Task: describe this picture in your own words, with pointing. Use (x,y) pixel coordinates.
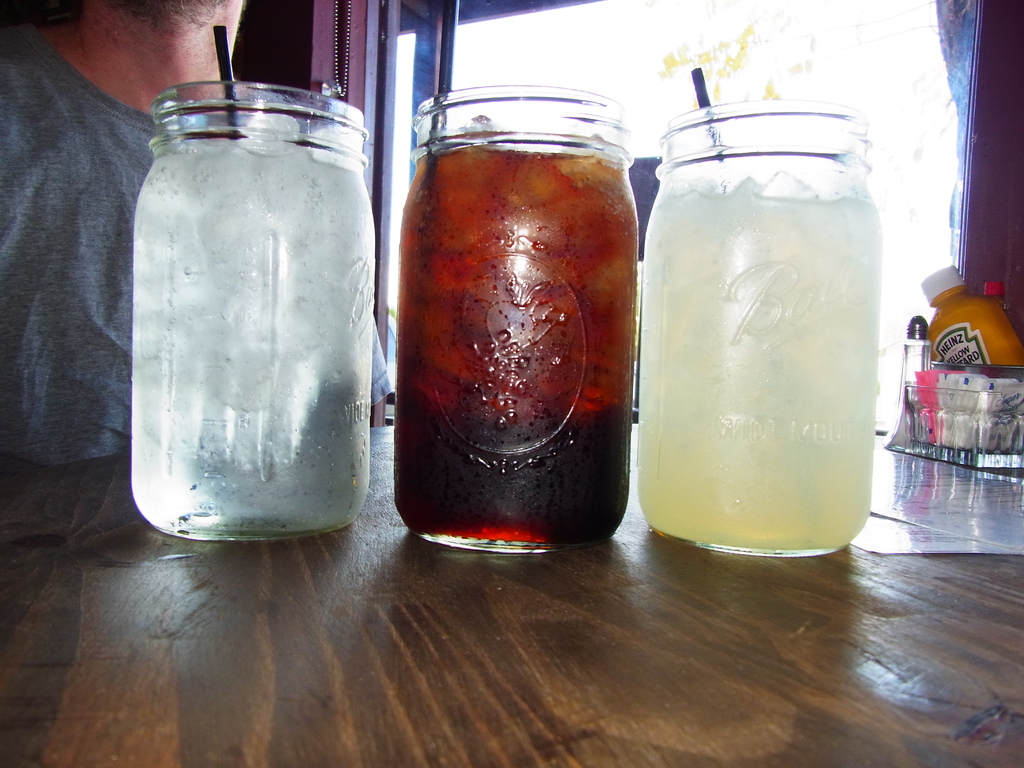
In the image in the center (682,368) we can see three jars (251,263) they were filling with drinks (667,235). They are on the table (514,617) and back of table (128,551) we can see one person (78,244) is sitting on the left corner (105,225).
